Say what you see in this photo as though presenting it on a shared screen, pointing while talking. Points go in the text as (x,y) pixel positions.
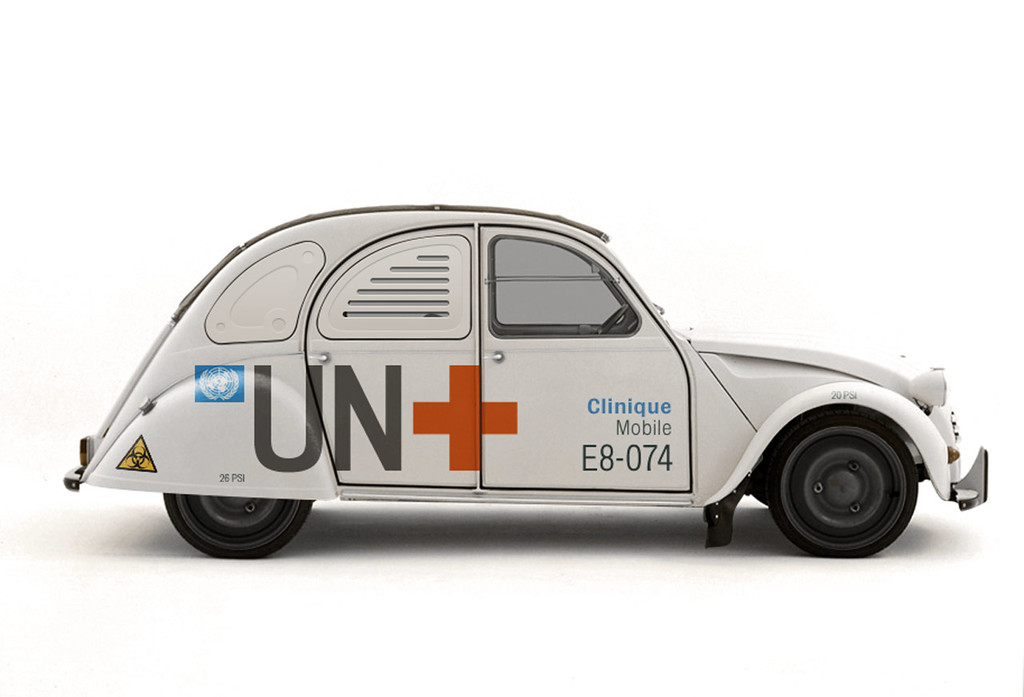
In this picture we can see a vehicle (492,235) and on this vehicle (569,274) we can see some symbols (424,415) and text (394,400).
